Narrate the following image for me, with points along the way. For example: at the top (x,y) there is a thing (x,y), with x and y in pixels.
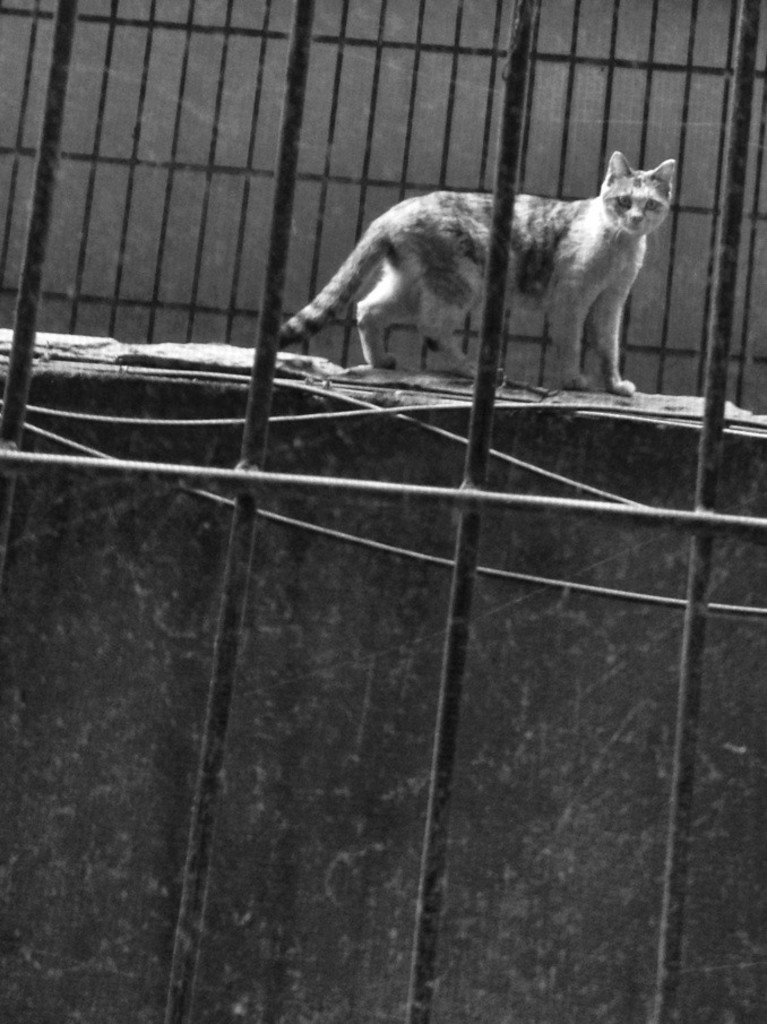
In this picture I can see there is a cat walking on the wall (212,445) and there is a fence (499,253) around it.
